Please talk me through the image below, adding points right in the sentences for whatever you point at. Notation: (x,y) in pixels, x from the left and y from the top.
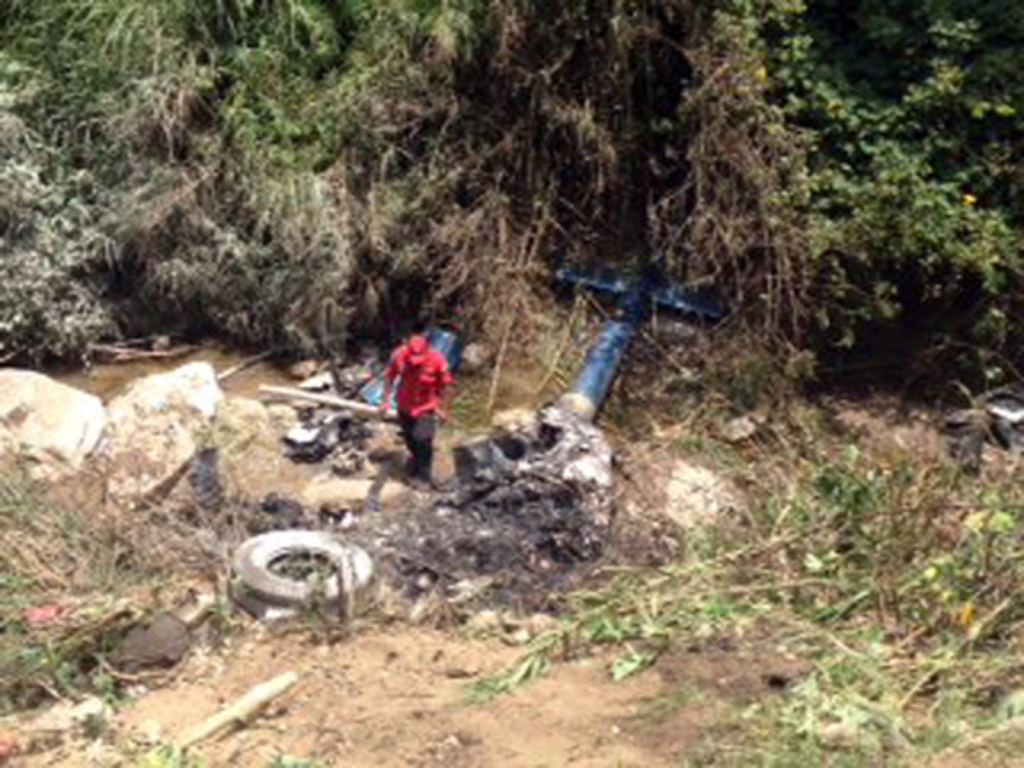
This is an outside view. In the middle of the image (414,406) I can see a person (416,403) wearing red color dress (420,387), cap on the head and walking on the ground (393,495). Around this person (419,374) I can see some metal objects (315,435), mud (353,542), rocks (49,436) and grass (58,553). On the top of the image (408,123) I can see the trees (503,133).
